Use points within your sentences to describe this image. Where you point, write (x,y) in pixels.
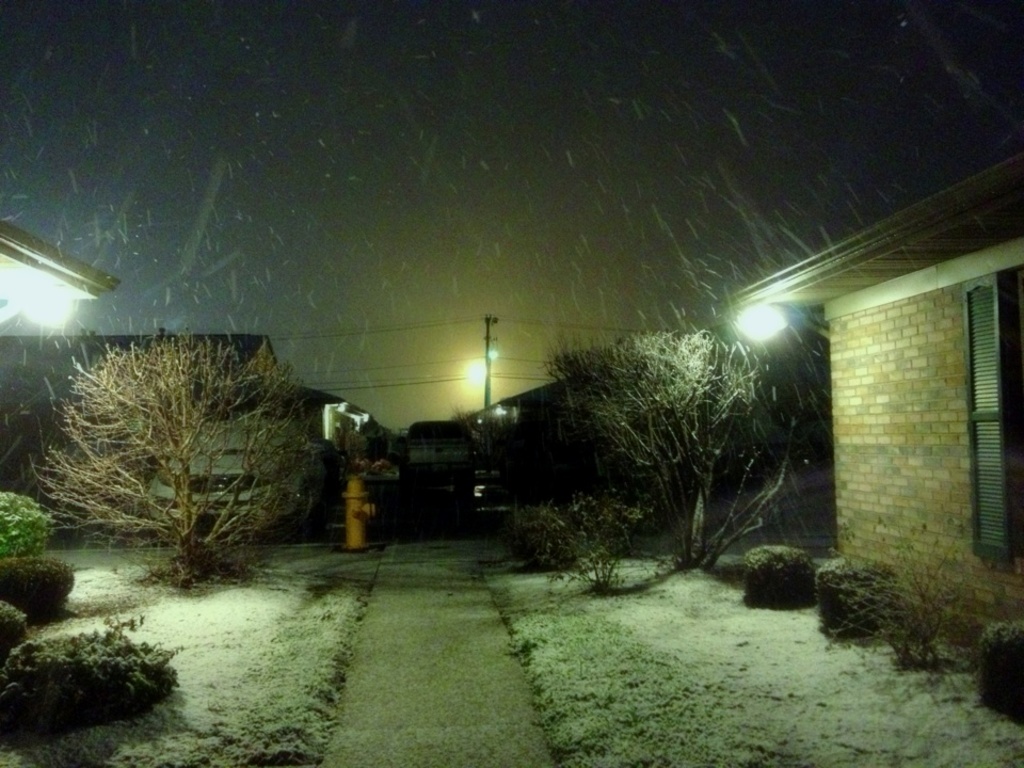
In the foreground of this picture (425,671), there is a path (421,601) and also a tree (164,475), buildings (62,261), poles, plants (34,542) on either side of the path (427,684). On the top (494,17), we can see the sky (479,17).
